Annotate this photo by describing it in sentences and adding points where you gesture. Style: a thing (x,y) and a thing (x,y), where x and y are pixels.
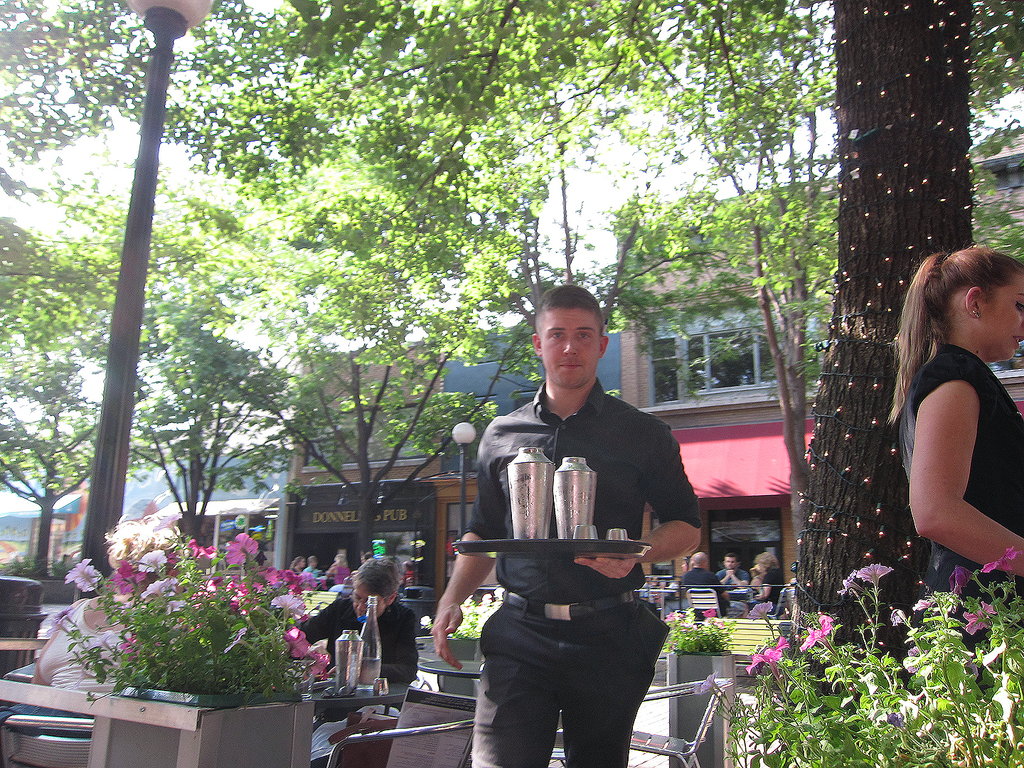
In this image I can see group of people (653,621), some are standing and some are sitting. In front (585,636) the person (578,655) is wearing black color dress (591,623) and holding the tray (625,550). In the tray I can see bottles (583,489) and I can also see few flowers (125,595) in pink color. Background (349,509) I can see few light poles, stalls (434,522), trees (457,348) in green color and the sky (109,140) is in white color.
